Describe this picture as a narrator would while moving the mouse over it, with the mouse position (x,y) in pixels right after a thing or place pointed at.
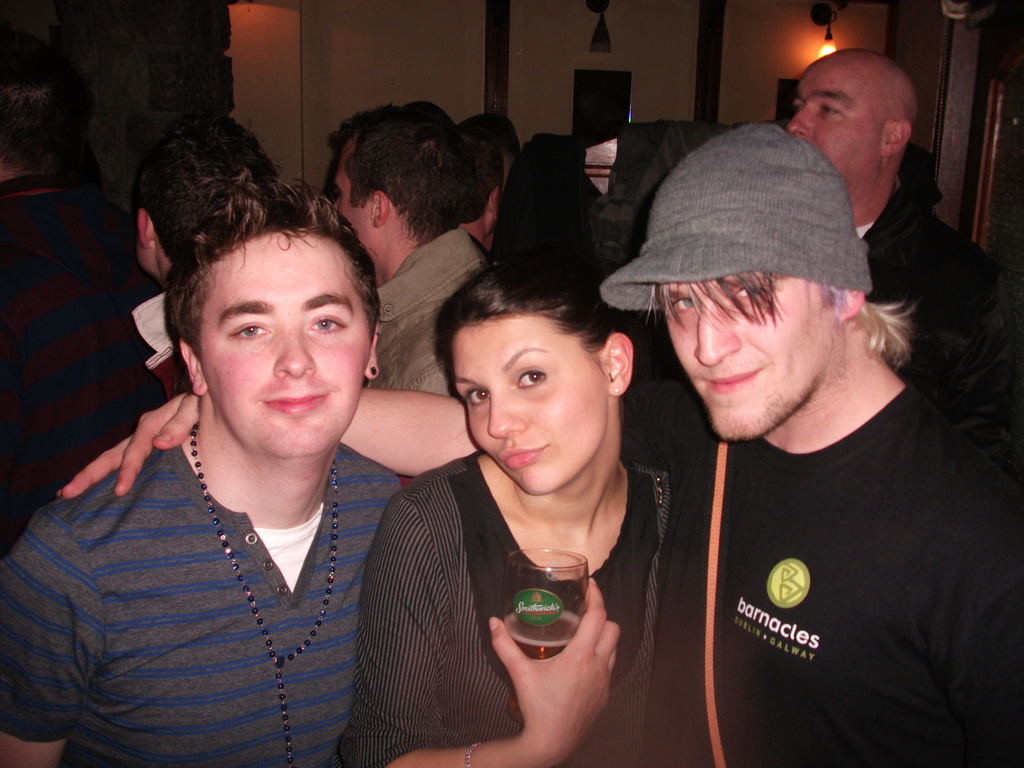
We can see three persons (547,660) are standing and the woman (610,674) in the middle (508,464) is holding a glass (549,641) with liquid (556,627) in it in her hand (589,645). In the background (58,401) there are few persons (115,318), wall (300,123), clothes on an object (585,159) and a light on the right side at the top (822,40).
